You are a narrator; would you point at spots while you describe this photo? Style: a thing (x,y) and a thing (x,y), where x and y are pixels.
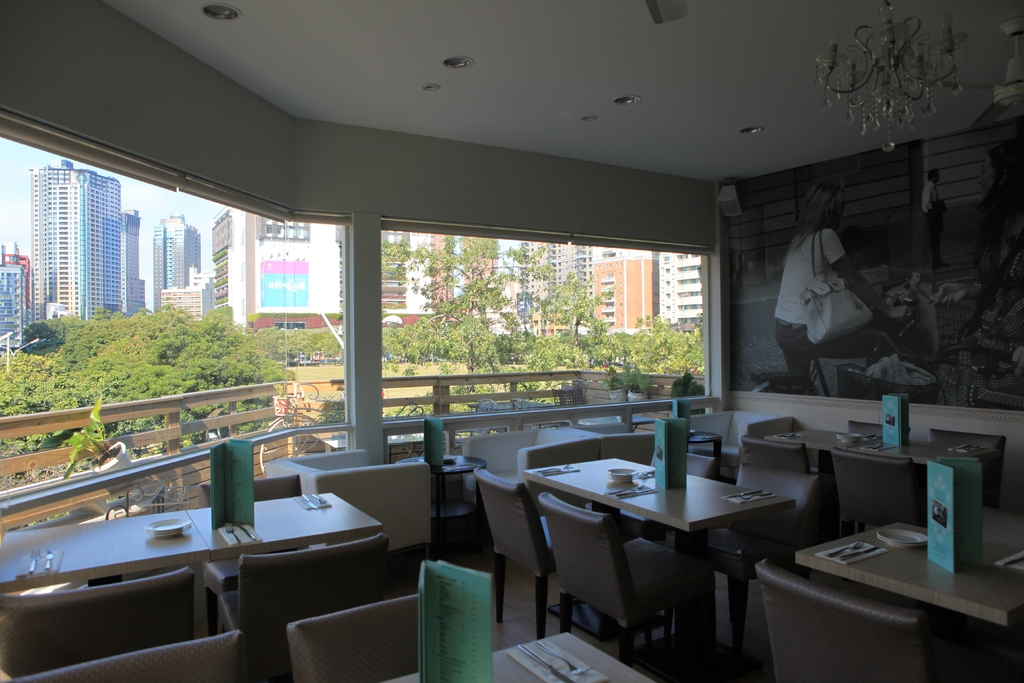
In this image I can see few buildings (311,268), trees (488,332), fencing (10,463), few lights (949,36), chairs (212,651), few tables (140,544) and the sky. I can see few spoons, plates (152,530) and few objects (30,572) on the tables (128,549).
